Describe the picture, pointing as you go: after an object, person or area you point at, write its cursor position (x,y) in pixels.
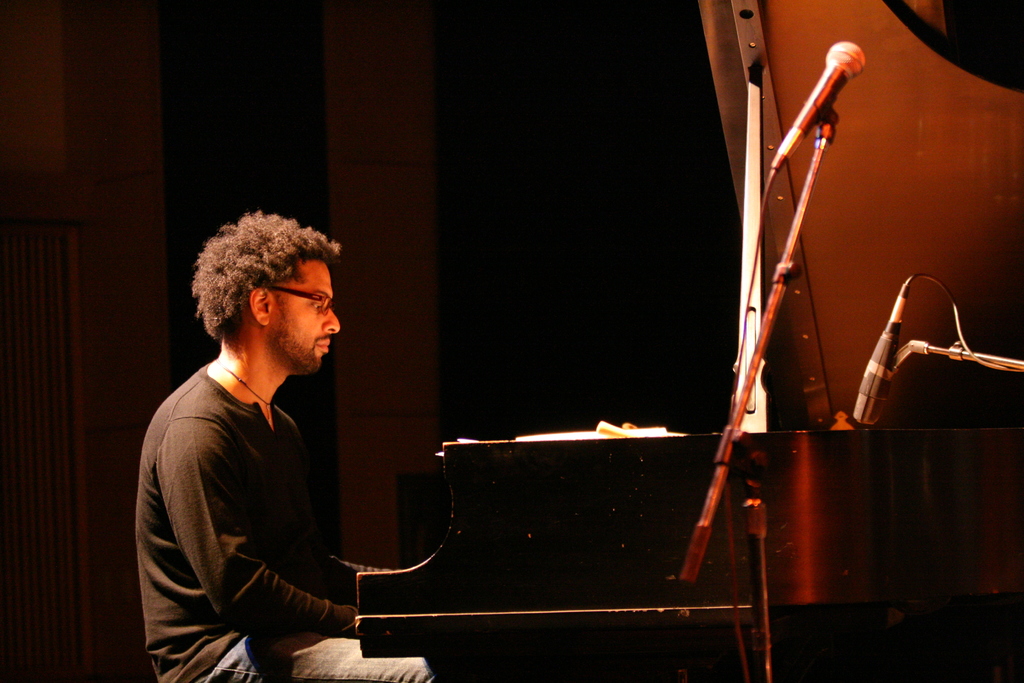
Here we can see a person (328,293) sitting on a stool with a piano (517,523) in front of him and we can see a couple of microphones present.
